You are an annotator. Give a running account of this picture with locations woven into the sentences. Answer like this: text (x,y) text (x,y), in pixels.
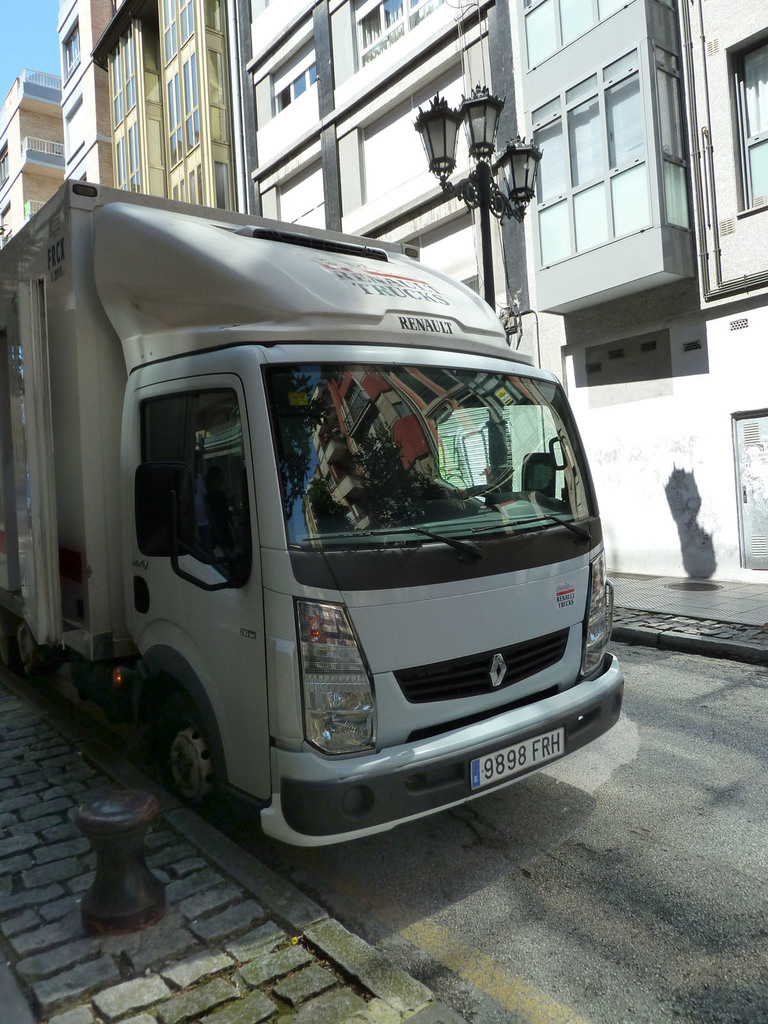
In this image in the center (271,517) there is a vehicle (284,532) and in the background (426,81) there are buildings (635,251), pole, street light (478,192) and there is a pavement (708,646). At the bottom (550,885) there is road (554,898) and object (140,828).
